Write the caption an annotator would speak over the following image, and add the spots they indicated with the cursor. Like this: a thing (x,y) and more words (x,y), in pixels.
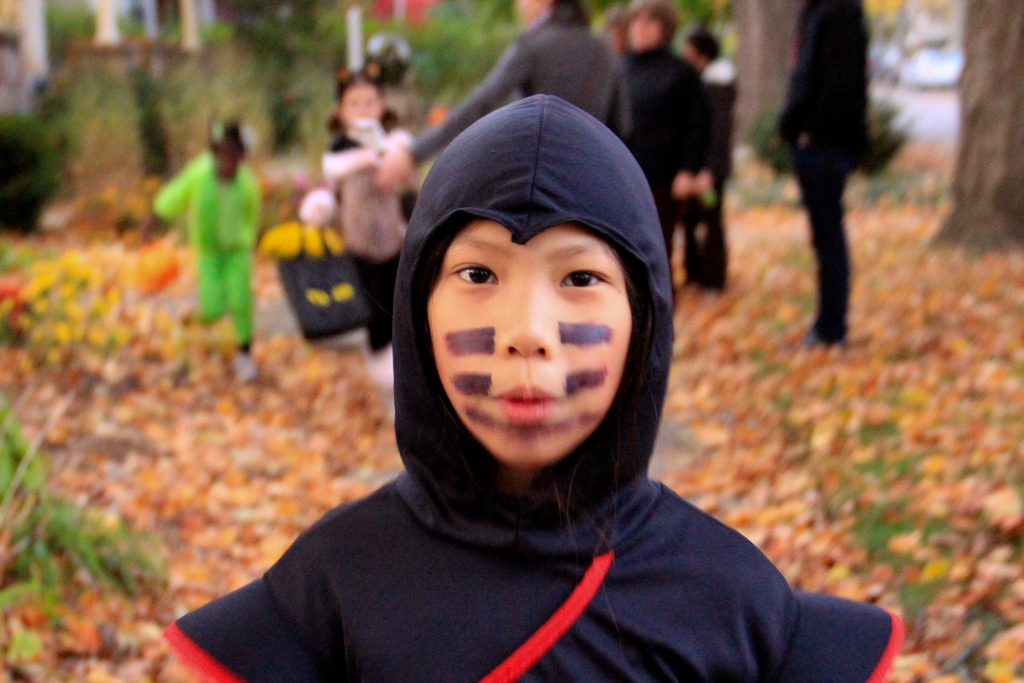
In this image I can see a boy (494,380) in the front (417,321) and I can see he is wearing the black colour dress (447,568). In the background (97,120) I can see number of trees (741,75), two children (352,88) and few people (672,85) are standing. I can also see most of people (525,4) are wearing black colour dress (486,165). I can also see this image blurry in the background (741,449).
